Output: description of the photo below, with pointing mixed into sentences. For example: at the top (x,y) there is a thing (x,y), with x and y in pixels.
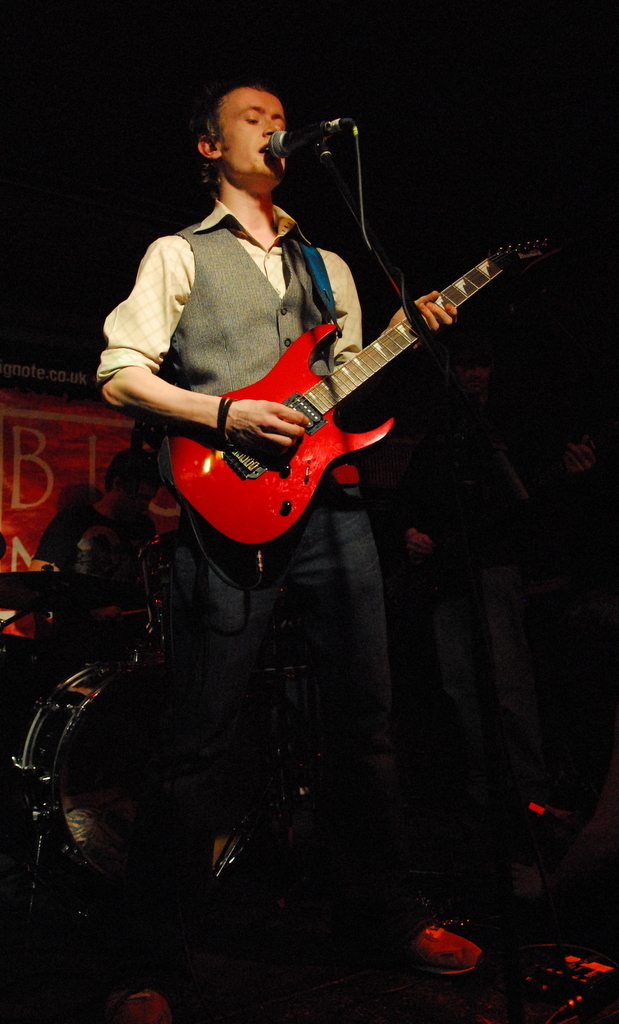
In this image two persons (283,229) are standing and holding guitar (273,513). Person (222,591) at the front side (310,312) is before a mike stand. Person (38,632) at the left side (143,496) is playing a musical instrument (38,597).
